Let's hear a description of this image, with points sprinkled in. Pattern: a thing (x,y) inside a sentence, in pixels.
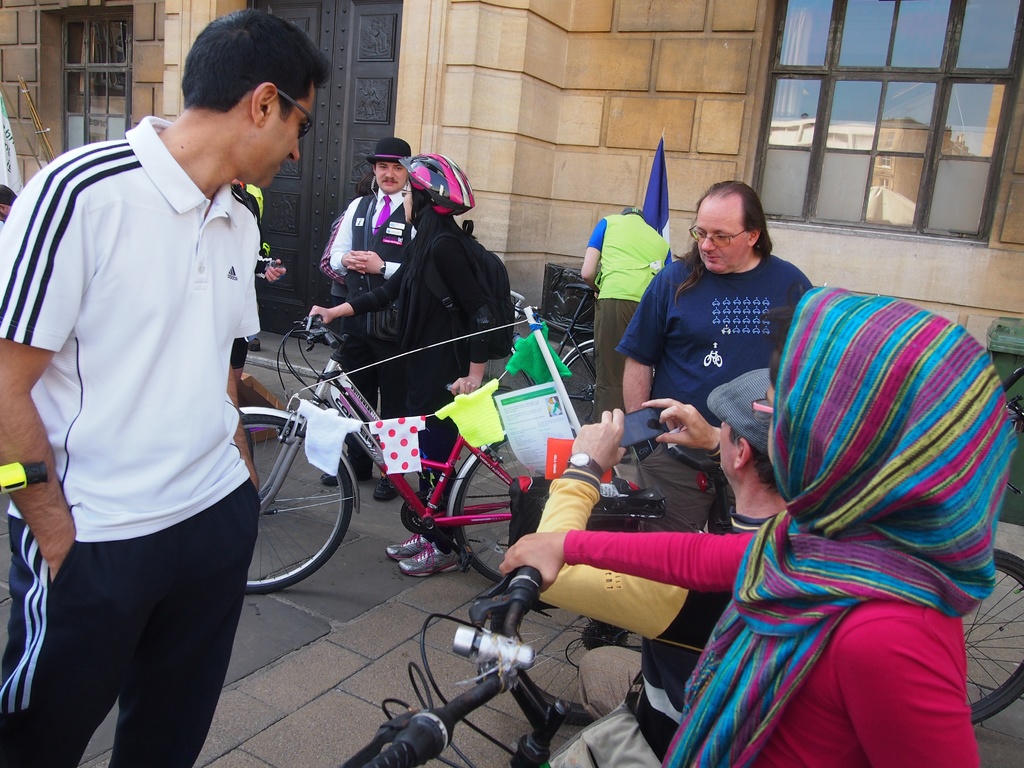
In the picture we can see some people (580,448), a man (219,283) standing with a white T-shirt (205,291) and a black trouser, just beside to him there is a woman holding a bicycle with helmet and beside her there is a man (746,208) with blue T-shirt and some persons (891,331) beside him background we can find person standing and a wall (504,231) with window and black doors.
